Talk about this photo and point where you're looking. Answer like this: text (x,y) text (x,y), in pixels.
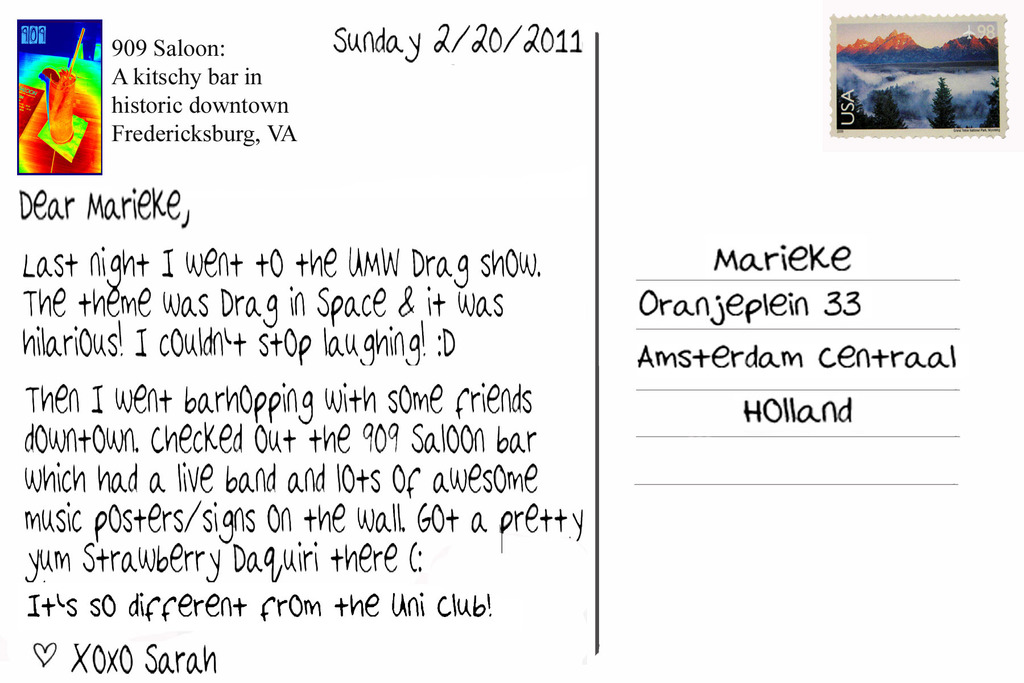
In the picture I can see a stamp paper (931,83) on the top right side of the picture (861,89), it looks like a letter (263,339). I can see the text (252,440).
